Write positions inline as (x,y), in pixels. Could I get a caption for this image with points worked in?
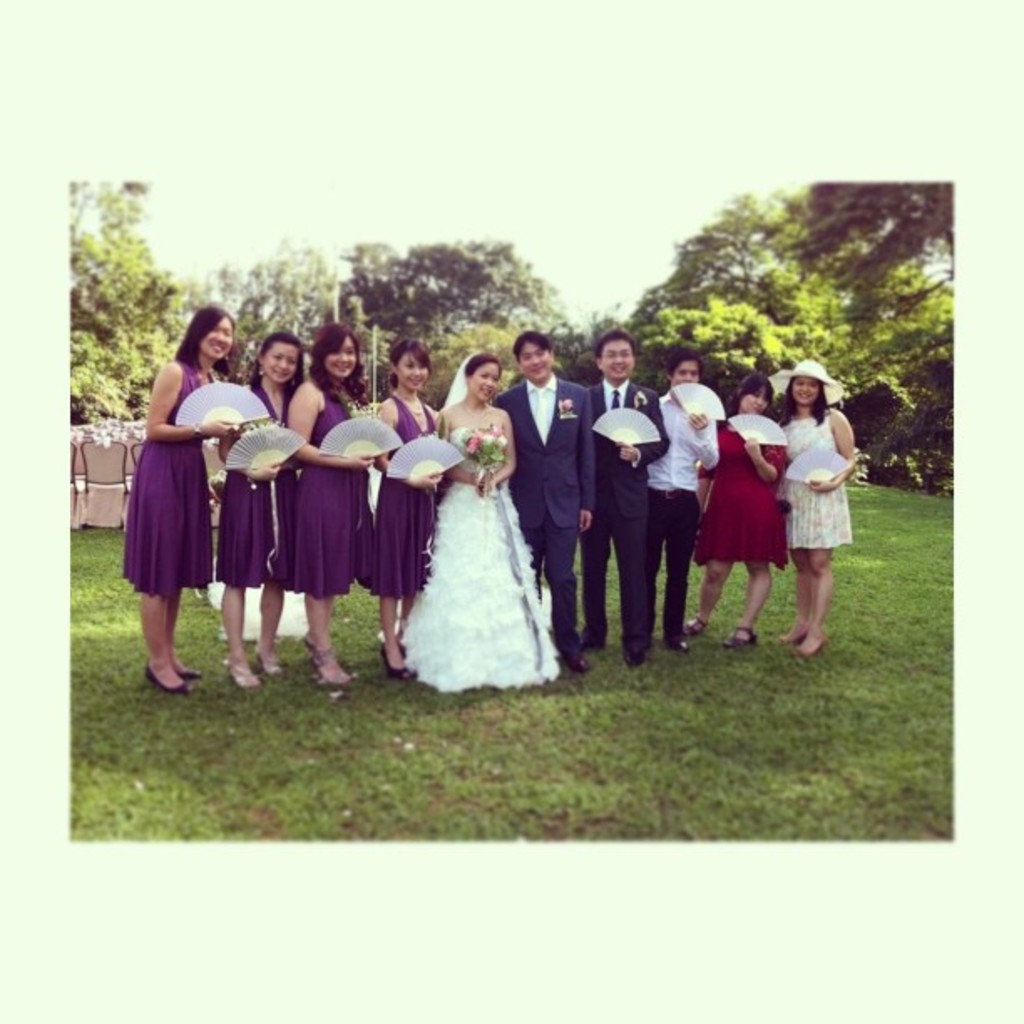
In the foreground of this image (502,604), there is a couple (556,509) standing where the woman (506,529) is holding a bouquet (493,457). On either side to them, there are people (785,451) standing holding a folding fans (625,414) on the grass (530,738). In the background (123,336), there are chairs (138,449), trees (861,293) and the sky (569,235).
